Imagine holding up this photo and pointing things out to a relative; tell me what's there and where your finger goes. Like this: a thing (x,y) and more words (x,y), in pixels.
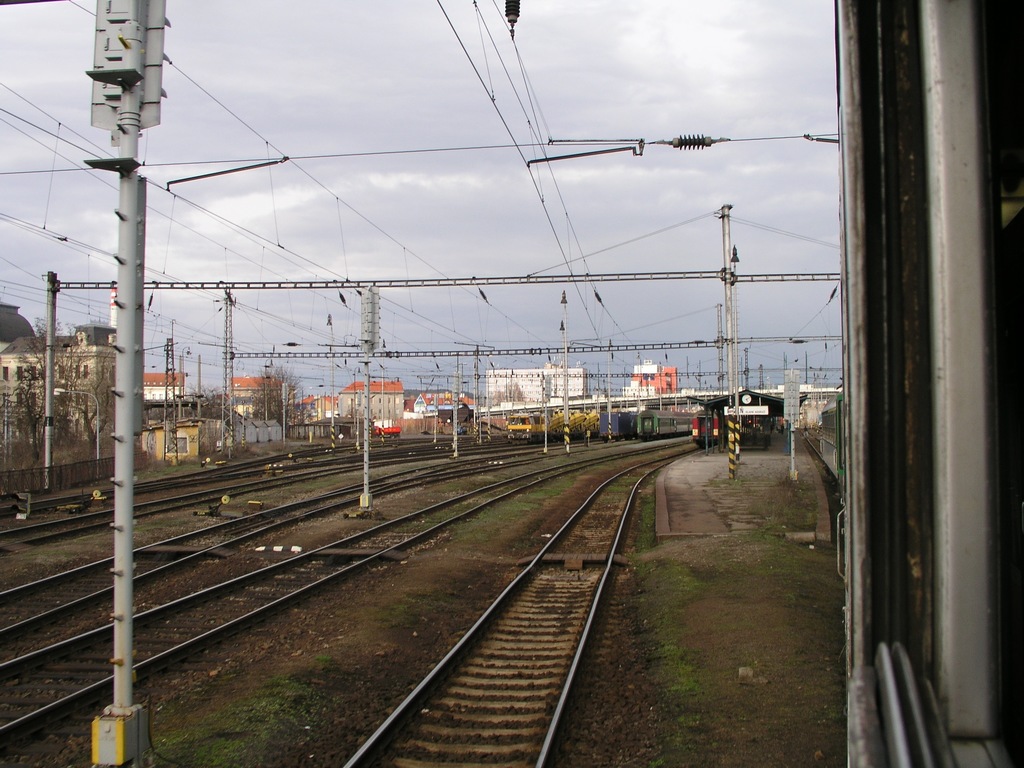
In this picture we can see trains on the railway track (644,483). At the background (275,383) there are buildings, trees (17,410) and sky (427,220).
